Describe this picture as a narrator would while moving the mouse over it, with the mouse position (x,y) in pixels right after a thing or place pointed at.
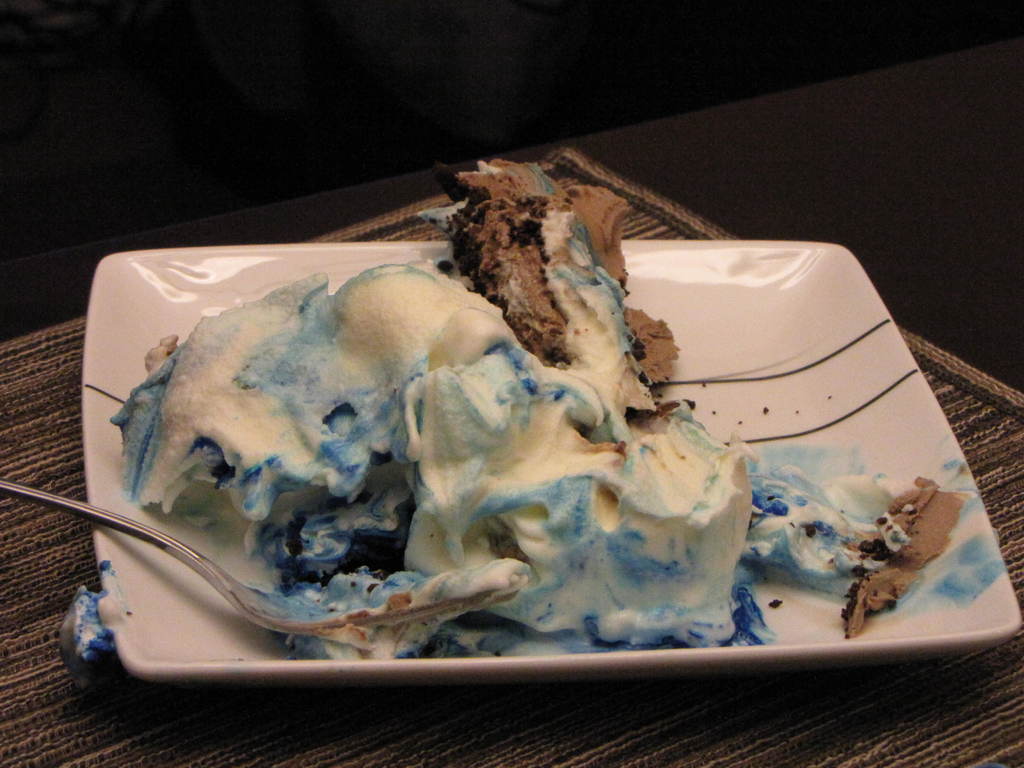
Here in this picture we can see a pastry cake (529,333) present on a plate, which is present on the table (736,222) over there and we can also see a spoon (198,555) on it over there.
